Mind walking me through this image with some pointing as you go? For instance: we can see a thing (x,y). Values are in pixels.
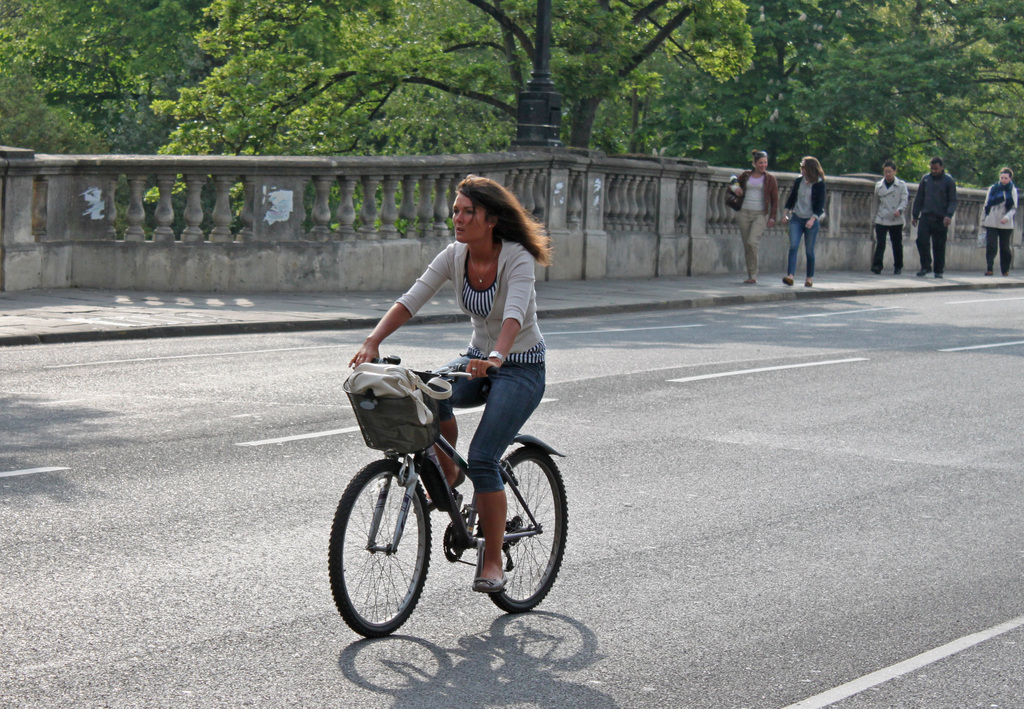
In this picture there is a woman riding bicycle (544,586) on the road (964,291) and there some people (1002,182) walking on the side of the road (778,278) and there are some trees (317,98) in the backdrop (385,120).
